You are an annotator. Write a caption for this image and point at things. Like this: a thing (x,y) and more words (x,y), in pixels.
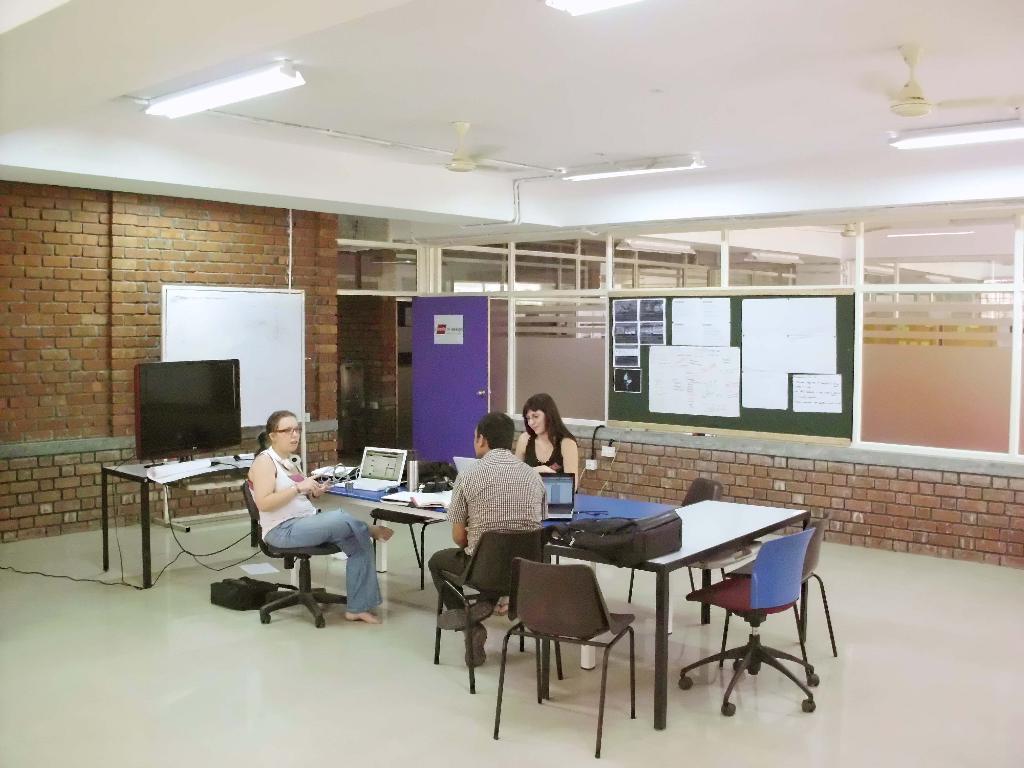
Here we can see a group of people (528,423) are sitting on the chair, and in front (551,505) here is the table (584,510) and laptop (570,507) and some objects (641,521) on it, and here is the television (168,403), and at back (133,273) here is the wall (129,261) made of bricks (129,252), and here is the board (288,333), and here are the lights (266,77).
